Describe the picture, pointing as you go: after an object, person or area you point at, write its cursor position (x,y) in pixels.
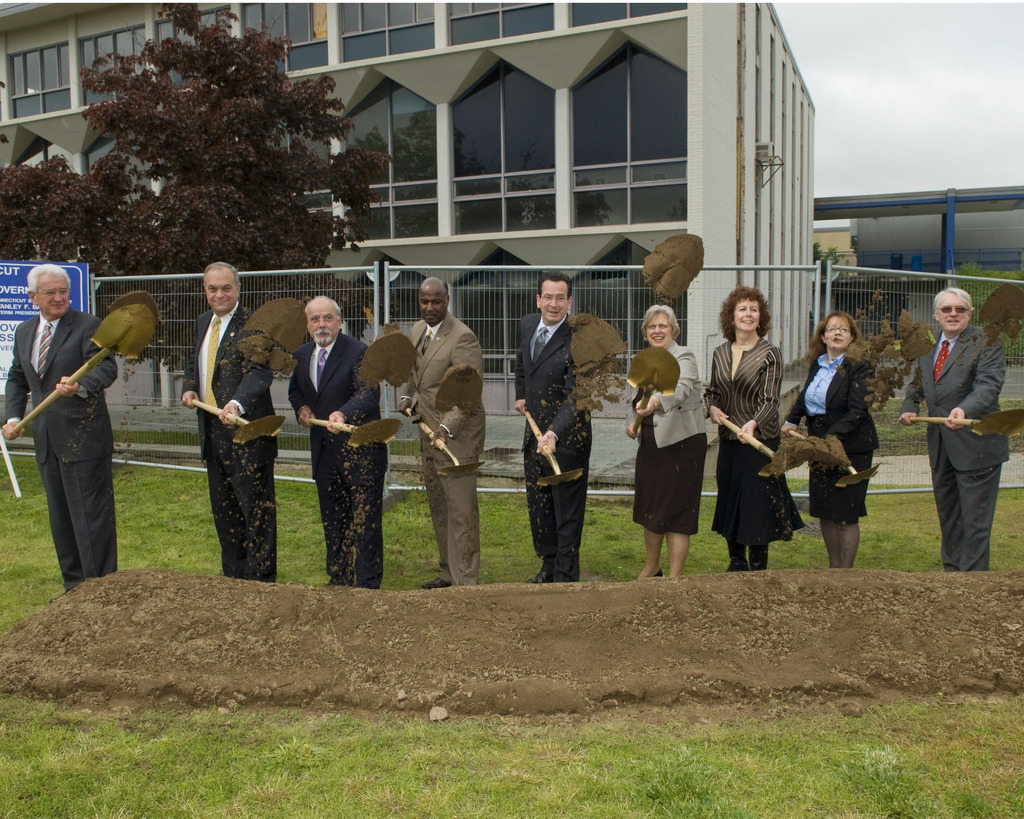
In this image there are few people (817,391) wearing coat (80,403). They all are holding shovel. They are putting mud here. In the background (82,292) there is boundary (633,341), board (80,289), trees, building (792,223), and shelter (920,209). The sky (922,140) is cloudy.
